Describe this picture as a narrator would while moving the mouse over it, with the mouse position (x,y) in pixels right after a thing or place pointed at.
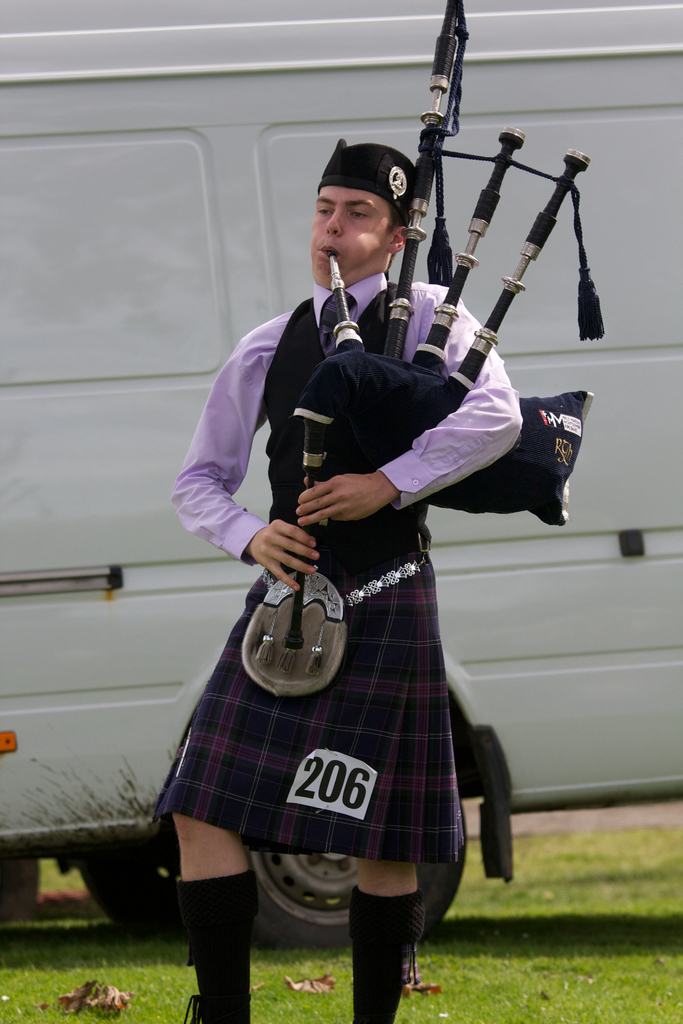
In the center of the image (277,361) there is a person (308,513) standing and holding a bag piper (440,374). In the background (517,49) we can see vehicle (281,74) and grass (496,882).
